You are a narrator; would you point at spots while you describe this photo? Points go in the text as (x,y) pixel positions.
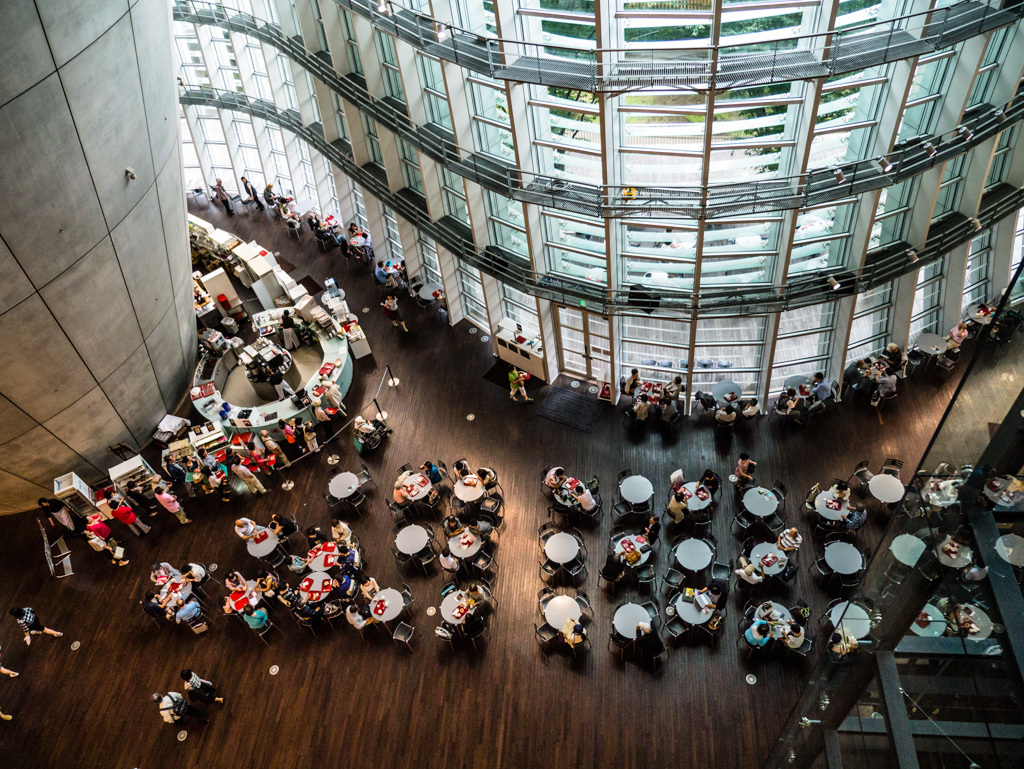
The picture is taken inside a building (565,353). On the floor (294,667) there are many tables (696,611) and chairs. People (295,524) are sitting on the chairs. Here there are many counters (209,431). In the background (108,246) wall (129,146), building (326,108), windows (655,185) made up of glass (504,200) are there.
